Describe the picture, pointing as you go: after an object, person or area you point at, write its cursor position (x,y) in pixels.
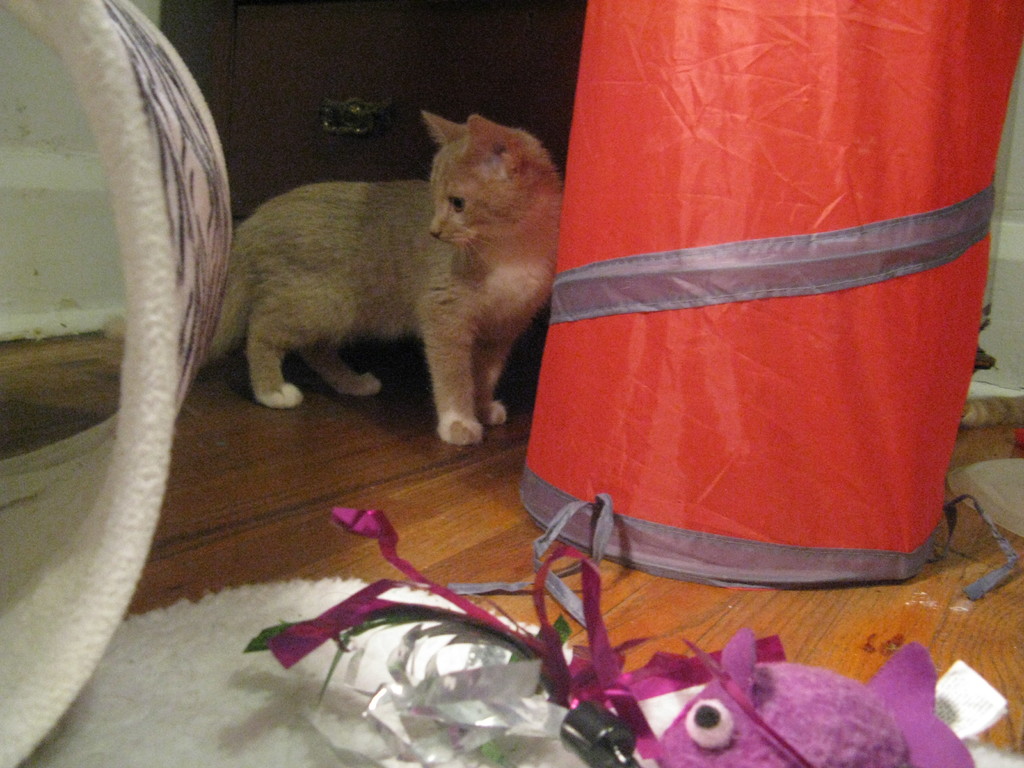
This is a cat (415,319) standing. This looks like a floor mat (239,632). I can see the toys (513,674), bags (647,518) and few other objects (425,663) on the floor (883,657). In the background (395,123), that looks like a door (391,79).
